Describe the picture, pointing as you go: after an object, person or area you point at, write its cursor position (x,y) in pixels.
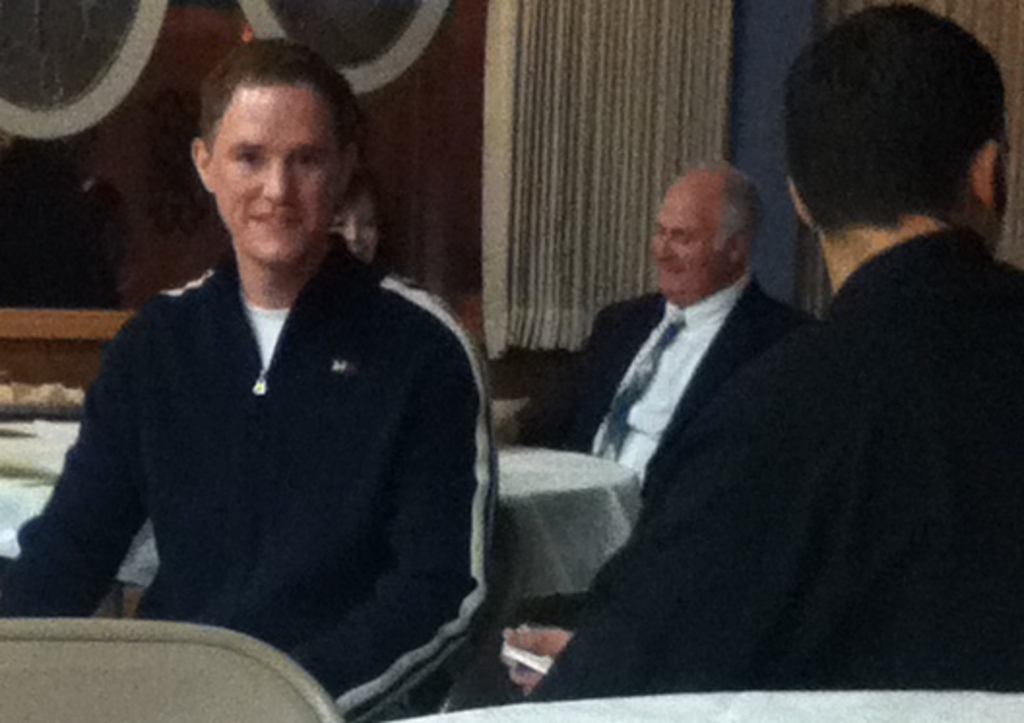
In this image on the left (293,248), there is a man (302,293), he wears a jacket (300,447). On the right (867,376) there is a man (882,358), he wears a jacket (862,447). In the middle (657,331) there is a man (647,373), he wears a suit (642,334), shirt (641,353), tie (647,373), in front of him there is a table (571,486). At the bottom (306,696) there is a table (798,711) and chair (297,684). In the background (522,160) there are curtains (553,183) and cloth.
